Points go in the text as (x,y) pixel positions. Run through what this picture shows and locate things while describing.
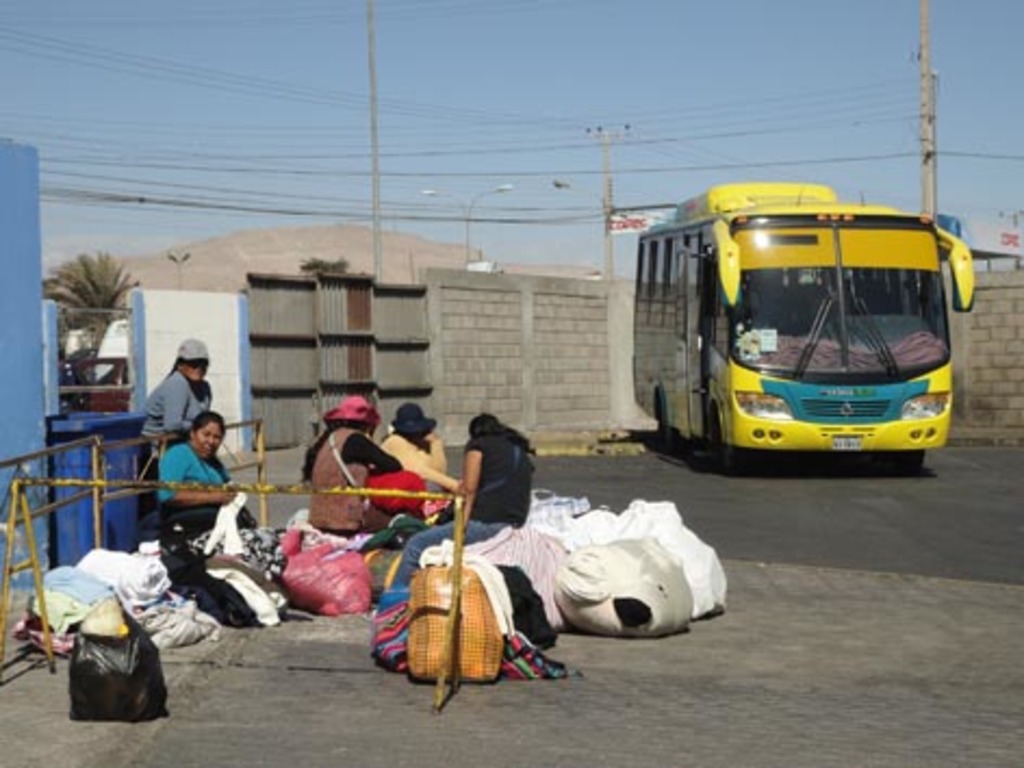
In this image I can see few people (195,494) are sitting on the bags (639,605) and one person (193,360) is standing. I can see few vehicles (117,336), wall (483,385), blue basket (111,441), trees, current poles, wires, light poles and trees (102,327). The sky (982,109) is in blue color.
